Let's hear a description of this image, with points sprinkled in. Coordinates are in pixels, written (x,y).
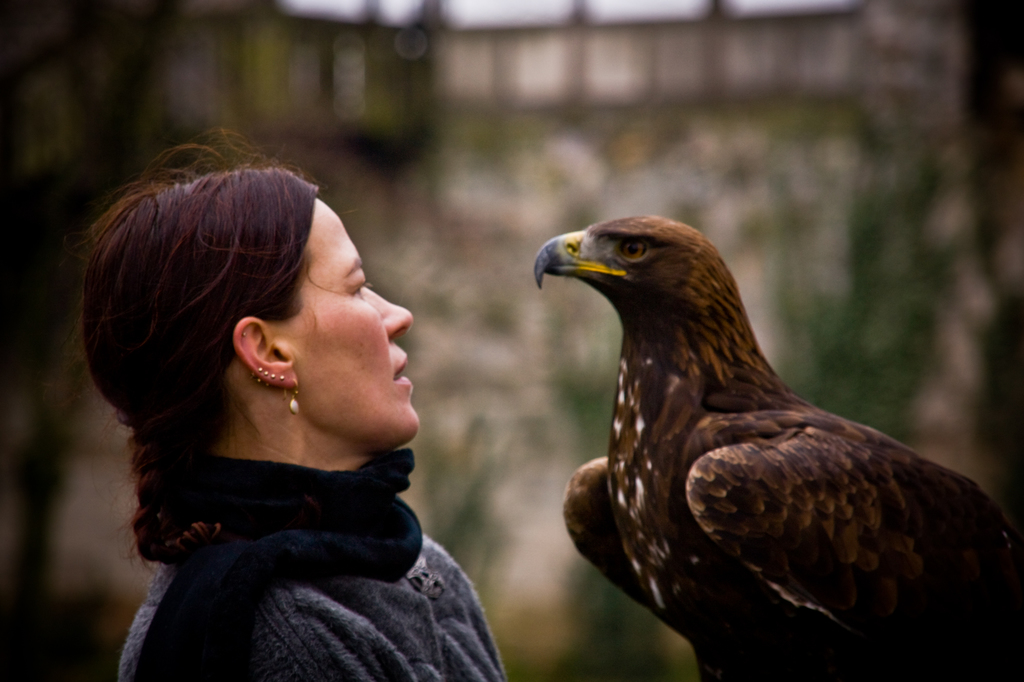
In this image we can see a person (378,474) and an eagle (694,438). In the background of the image (576,415) there is a blur background (923,20).
